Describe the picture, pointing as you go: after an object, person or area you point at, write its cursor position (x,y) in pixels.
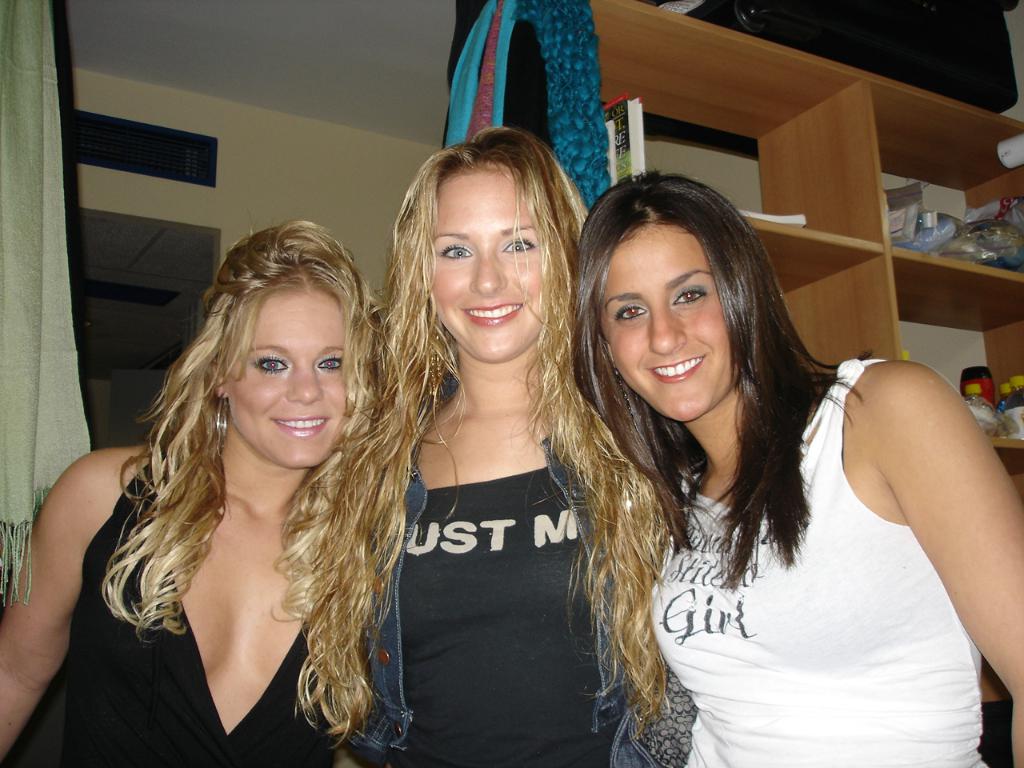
In this picture we can see three women (574,417), they are all smiling, behind to them we can see few covers (941,216), bottles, books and other things (905,222) in the racks (938,285), and also we can see few clothes (575,149).
